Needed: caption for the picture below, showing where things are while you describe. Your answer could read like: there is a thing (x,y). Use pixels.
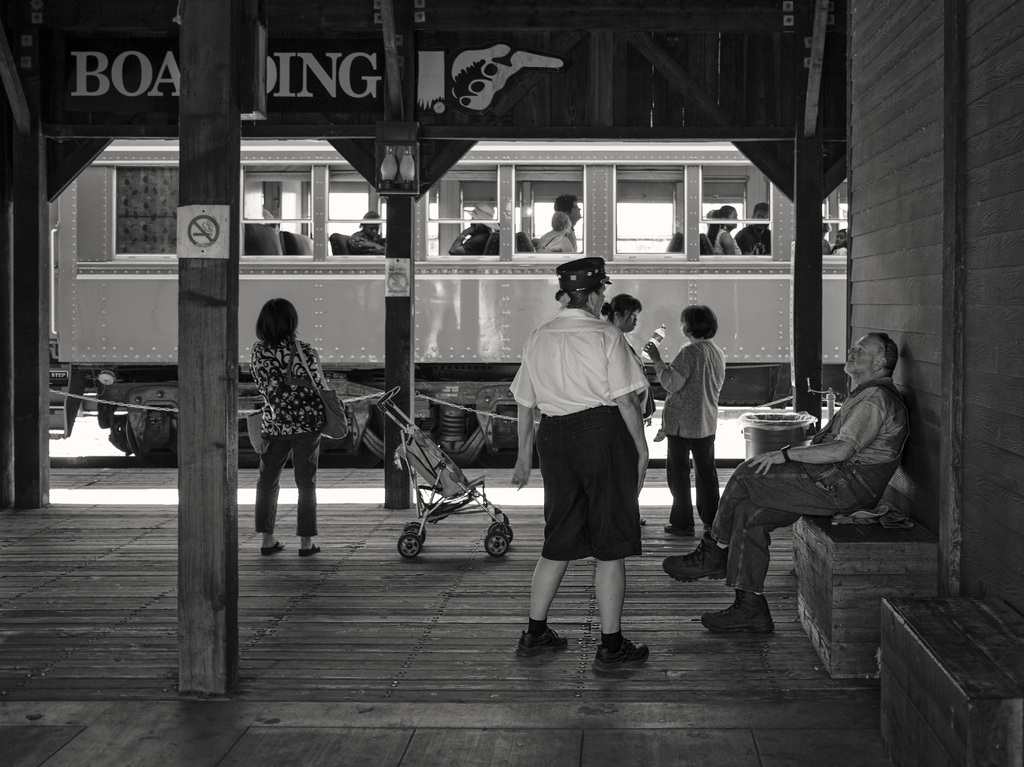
This is a black and white image. In this picture we can see some people (600,513), trolley (452,476), bottle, poles (189,605), house (979,226), garbage bin (785,441). In the middle of the image (360,335) we can see a train (471,259) and some people (565,213) are present in the train (459,259). At the bottom of the image (485,671) we can see the floor (454,679). In the middle of the image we can see the railway track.
